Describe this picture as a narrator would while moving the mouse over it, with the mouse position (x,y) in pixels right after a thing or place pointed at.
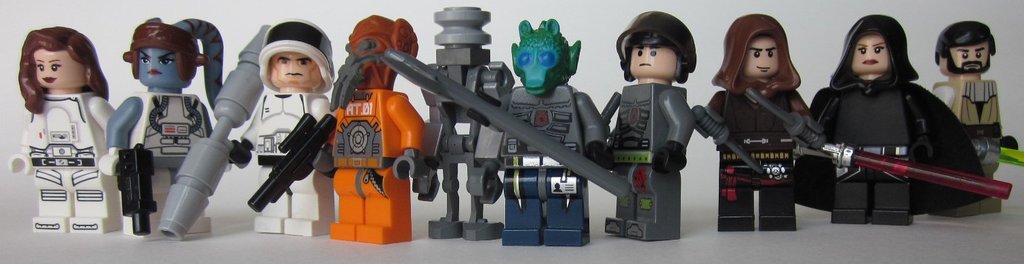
In this picture we can see many toys (671,41). In the center (438,131) there is a robot (438,131). Here we can see another toy (393,152) which is in orange color. Beside that we can see astronaut toy (304,104).
